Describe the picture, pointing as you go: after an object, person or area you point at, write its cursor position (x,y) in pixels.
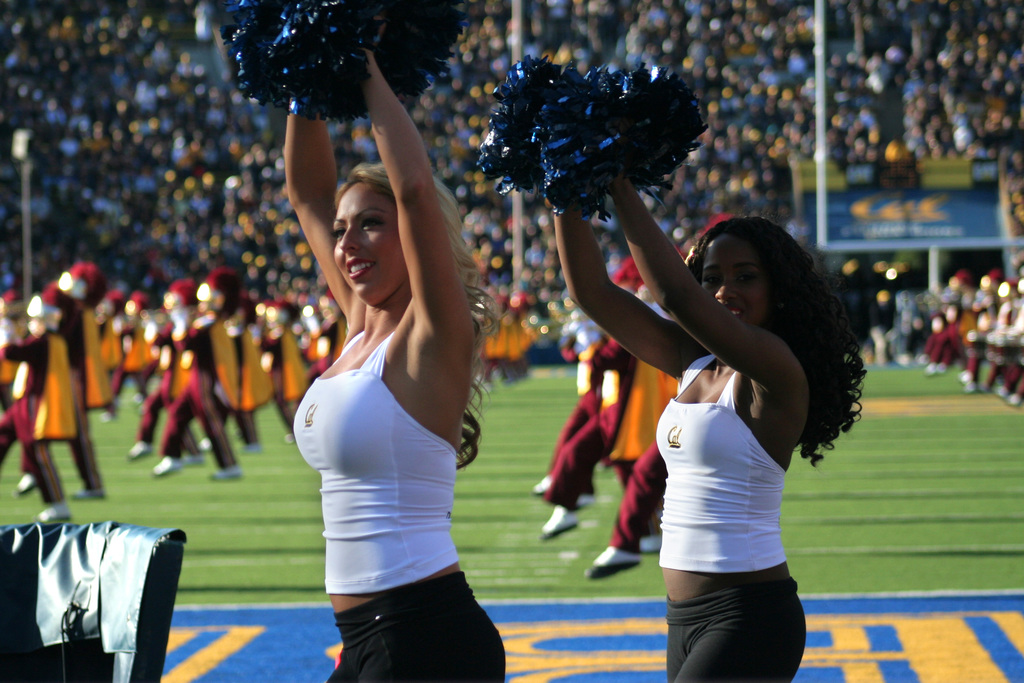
In this image we can see many people (375,183) in the stadium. There are many people (409,364) holding some objects (536,100) in their hands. There is a painting (883,666) on the ground (526,643) at the bottom of the image (534,660). There is an advertising board (880,220) in the image. There is a grassy land (203,598) in the image. There is an object (74,623) at the bottom left corner of the image (56,600).
